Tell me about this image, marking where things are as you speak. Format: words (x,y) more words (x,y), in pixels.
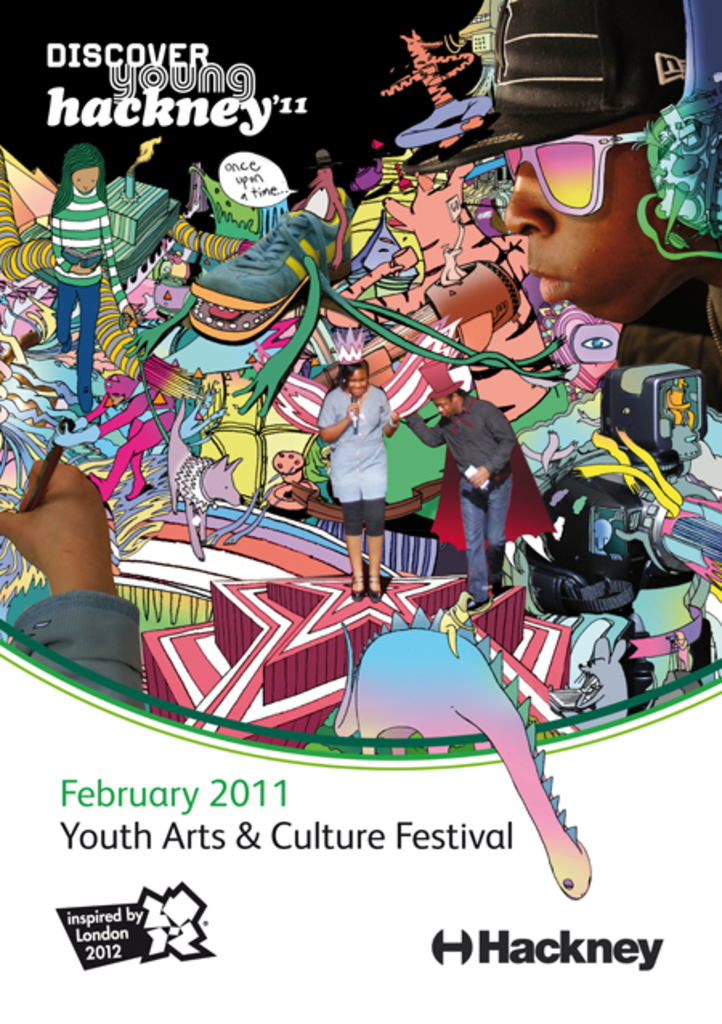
This is the picture of a poster (506,711). In this image there is a person (336,476) standing and holding the microphone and there is a person (489,448) standing and holding the object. There is a picture of person (622,278), shoes (202,288), and animals (423,701) and device (589,583) on the poster (263,928). There is a text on the top (180,81) and at the bottom of the poster (321,928).
